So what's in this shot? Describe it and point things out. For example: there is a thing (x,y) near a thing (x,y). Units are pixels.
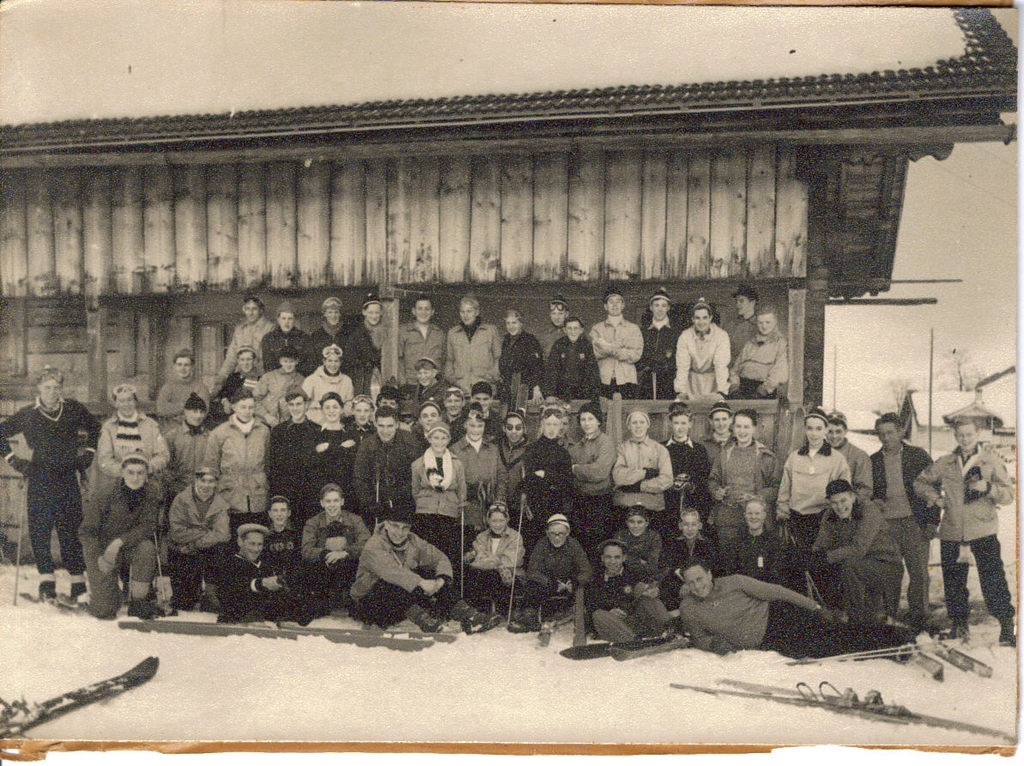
In this image we can see there are a few people (660,476) standing and few people (257,539) sitting and holding sticks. And there is the other person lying on the snow (221,669). We can see there are ski boards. At the back (887,286) we can see there are buildings (946,405) and poles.
